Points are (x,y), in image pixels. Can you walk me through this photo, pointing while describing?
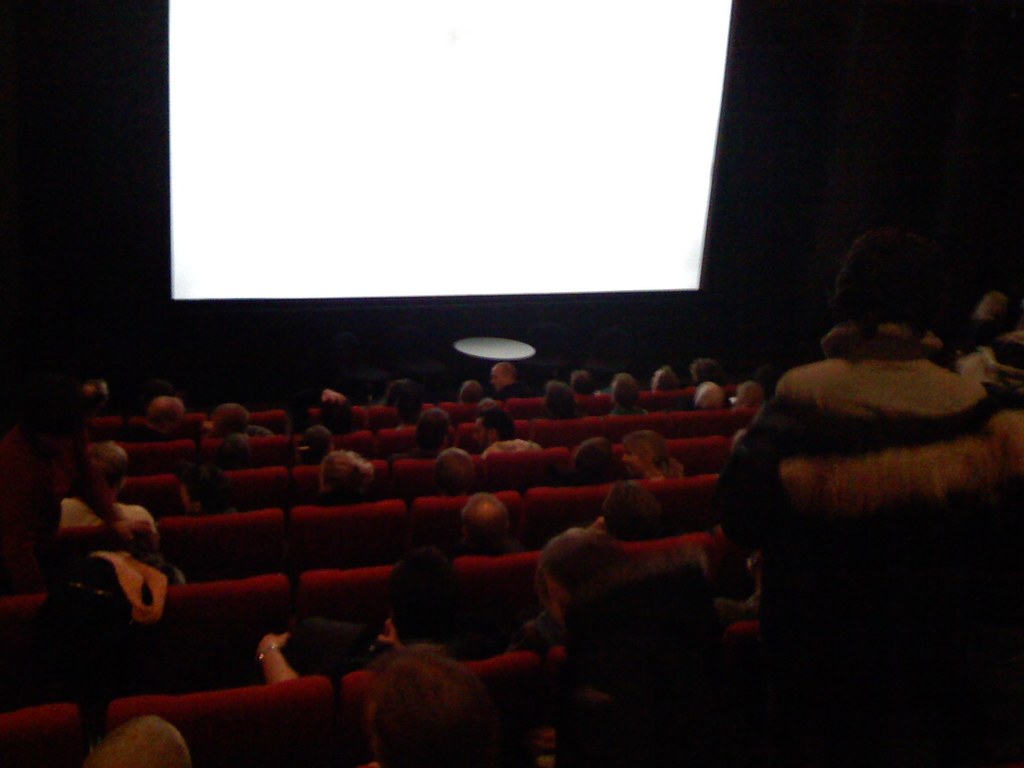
This picture is inside the theater (429,79). On the top (255,87) we can see projector screen (678,136). On the bottom (646,655) we can see group of persons (678,594) sitting on the chair (343,575). On the right (998,453) there is a man (833,386) who is standing near to the chair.
